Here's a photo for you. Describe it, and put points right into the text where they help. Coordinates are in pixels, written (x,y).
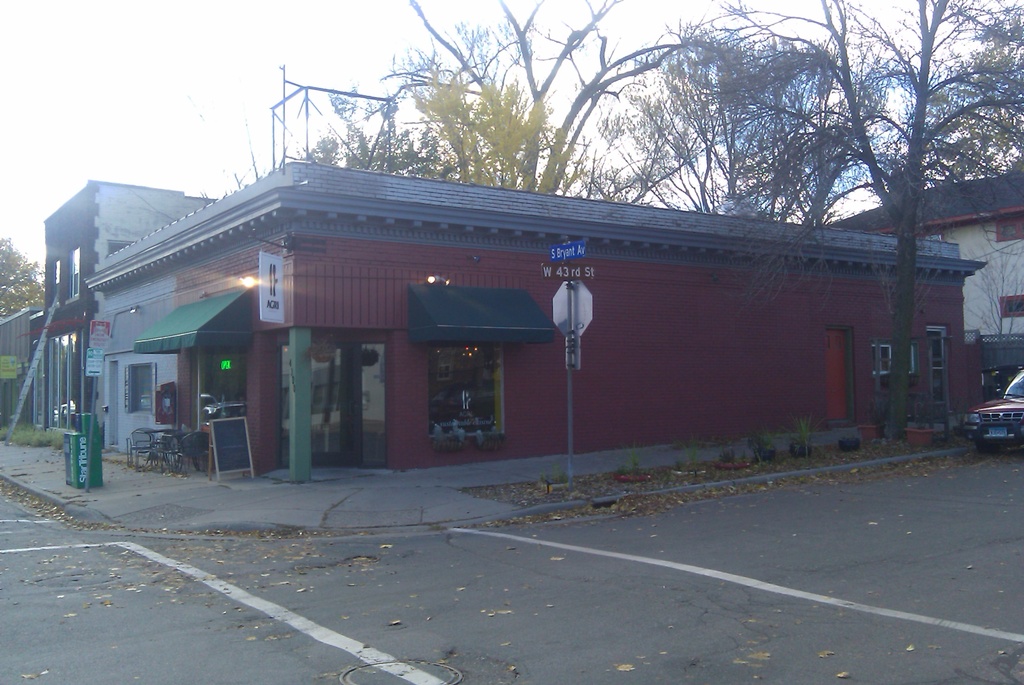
In this image there is a road (689,572), on that road (945,548) there is the car (1009,416), in the background (521,450) there is a shop (390,190), poles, trees (705,187) and the sky (230,42).
